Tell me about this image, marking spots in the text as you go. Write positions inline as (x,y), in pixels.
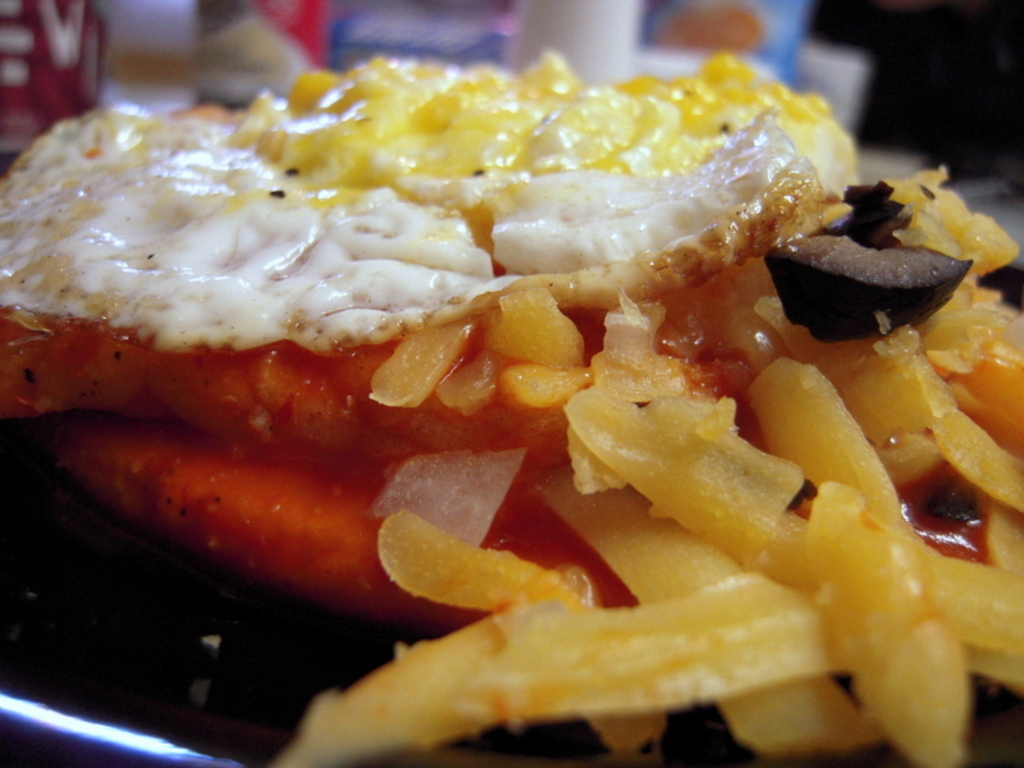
We can see food (743,664). In the background (849,53) it is blur.
